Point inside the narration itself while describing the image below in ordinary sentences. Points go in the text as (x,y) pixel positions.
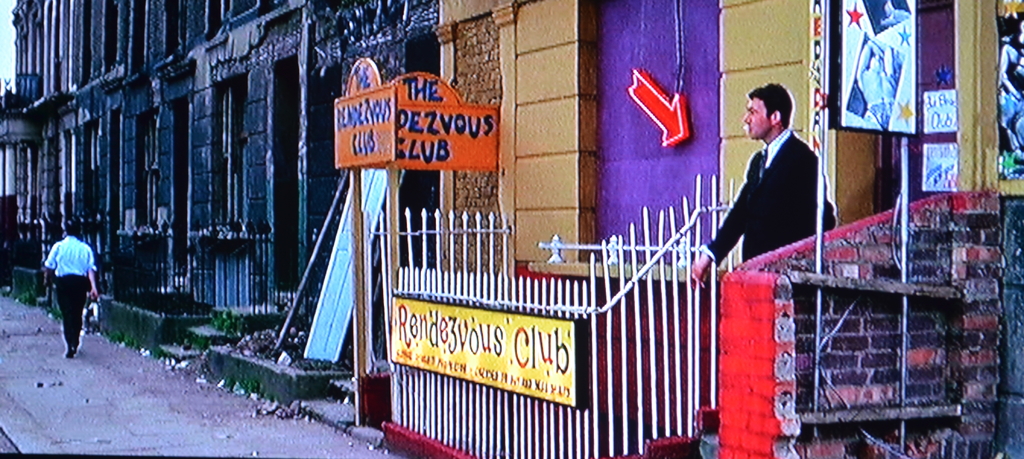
In this image I can see two persons (801,194). In front (748,239) the person (763,196) is wearing black color blazer (784,194) and white color shirt (781,131) and I can also see the fencing (642,408) and the stall (818,59). In the background (188,51) I can see the building (59,77) and the sky (11,43) is in white color.
